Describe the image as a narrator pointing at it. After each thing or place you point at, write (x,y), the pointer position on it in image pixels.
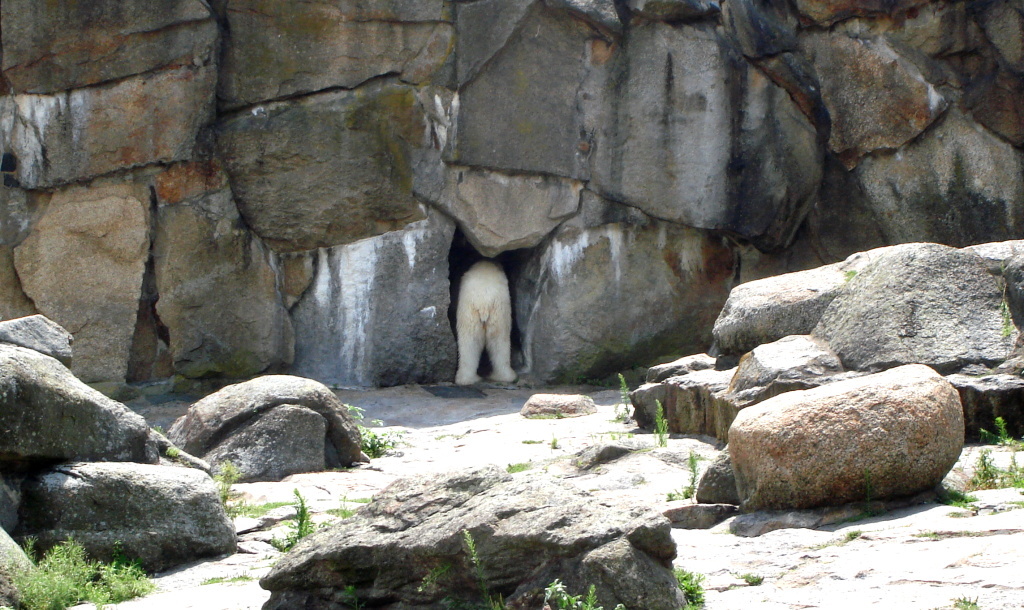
This image consists of rocks (561,287). In the middle (470,319), there is an animal (500,352) in white color. And we can see small plants (70,589) on the ground (291,502).
